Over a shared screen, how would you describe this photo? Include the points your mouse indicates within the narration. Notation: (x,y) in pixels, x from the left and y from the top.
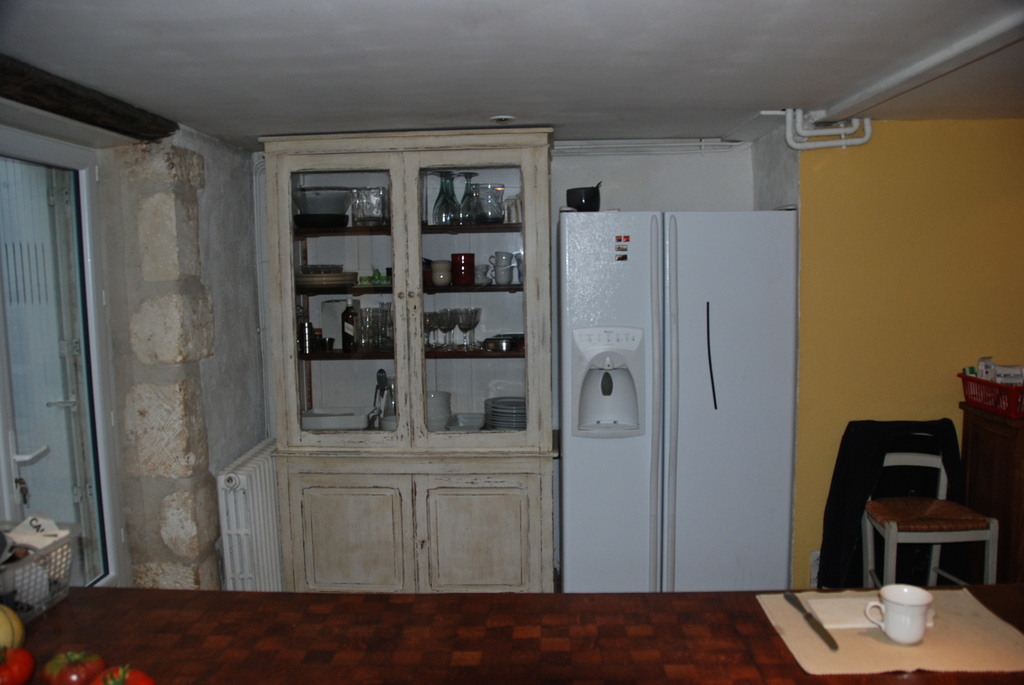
In this image I can see glasses (370,308) over here and refrigerator (573,308) next to it. Here on the table (659,646) I can see a cup (912,609) on a mat (846,638) with knife (820,629). In the background (815,477) I can see a chair (951,531) and a wall (895,322).
